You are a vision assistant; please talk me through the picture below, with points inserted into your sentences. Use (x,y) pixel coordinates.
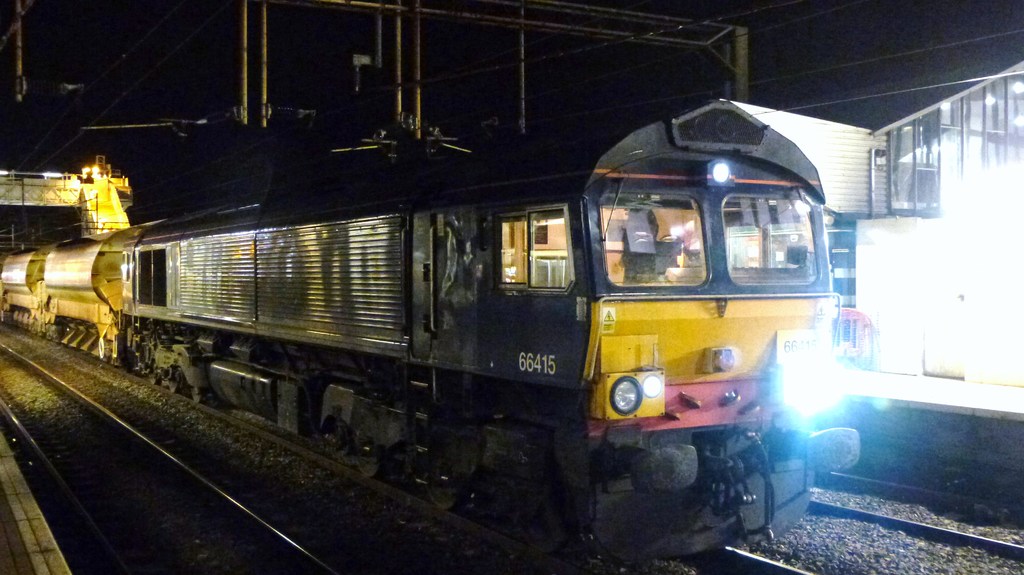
This is an image clicked in the dark. Here I can see a train (334,382) on the railway track (269,432) facing towards the right side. At the back of it I can see the platform (936,376). At the top of the image (591,34) I can see few metal rods (688,40).
